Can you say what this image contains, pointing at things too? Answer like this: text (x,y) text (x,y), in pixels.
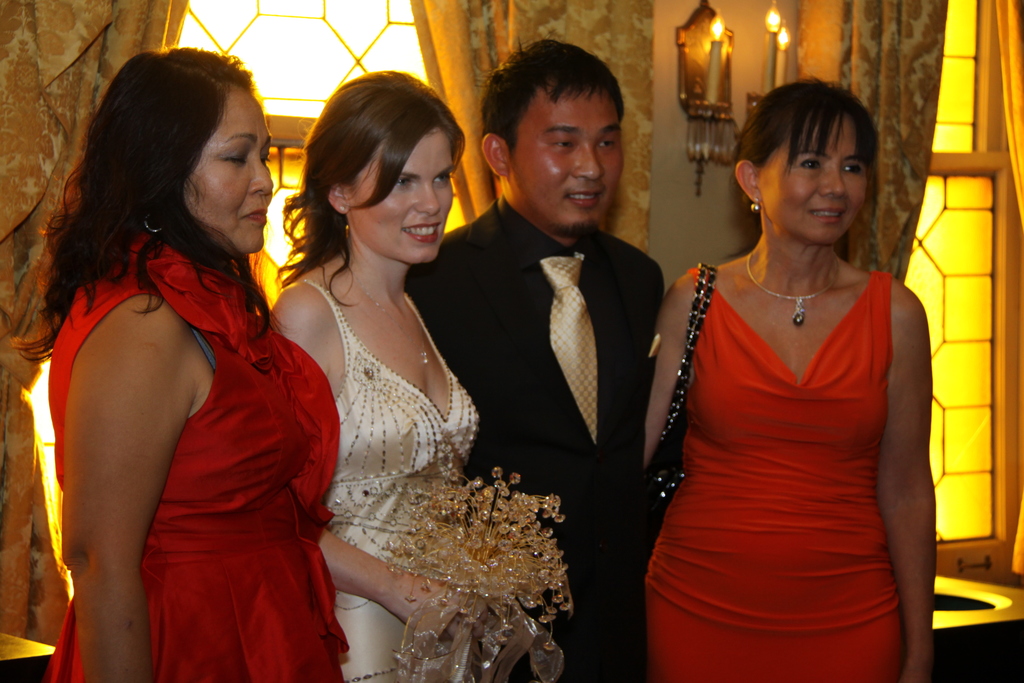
In the image there are three women (345,381) and a man (584,413) standing in front of window (291,97) with curtains (511,27) and a candle (788,39) on the wall (756,30), they all wearing colorful dress (185,485), the woman (386,162) in middle (432,397) holding a bouquet (487,596).
